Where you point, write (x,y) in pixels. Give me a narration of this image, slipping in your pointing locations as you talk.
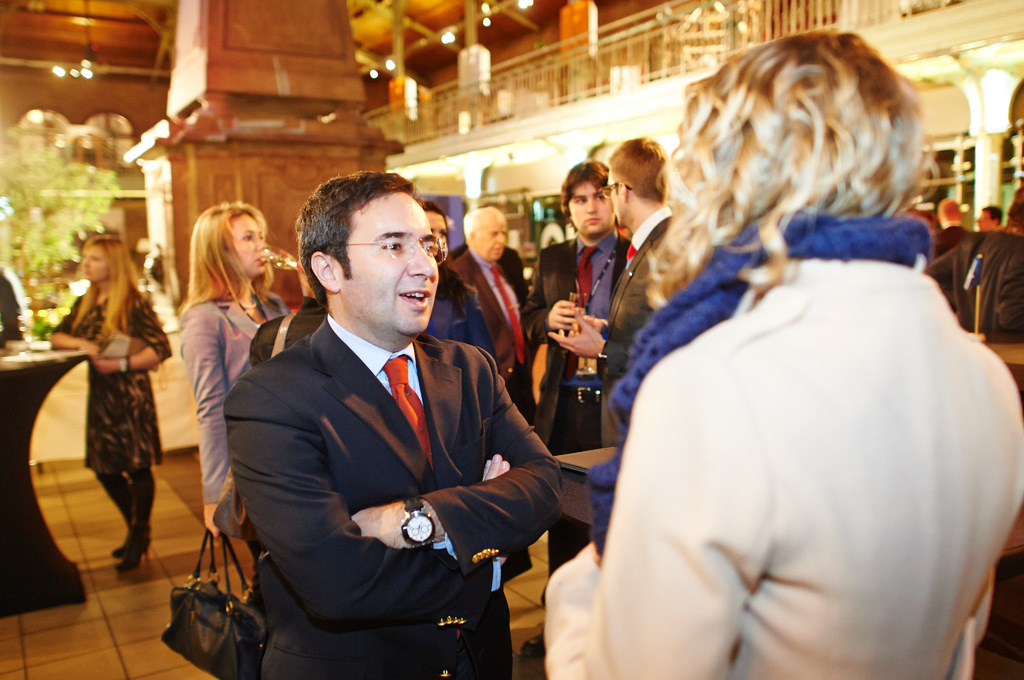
In this image I can see a person (380,405) wearing white shirt (375,368), red tie (393,365) and black blazer (357,456) and a woman (739,488) wearing cream and blue colored dress (791,410) are standing. In the background (470,340) I can see few persons (452,317) standing, the railing (507,65), few lights (466,86), few tables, the ceiling (28,23), few pillars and few lights (486,23) to the ceiling (374,51).
